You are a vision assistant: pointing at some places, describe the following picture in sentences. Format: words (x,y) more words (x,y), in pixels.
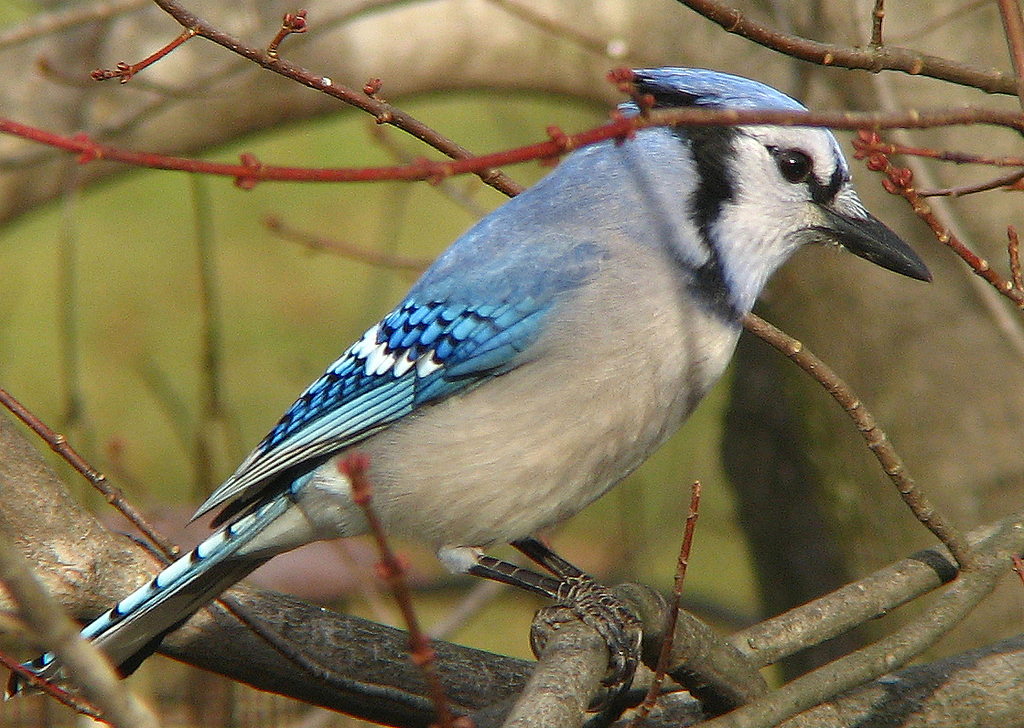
Here in this picture we can see a bird (618,290) present on the branches (73,574) of a tree (60,566) over there.
